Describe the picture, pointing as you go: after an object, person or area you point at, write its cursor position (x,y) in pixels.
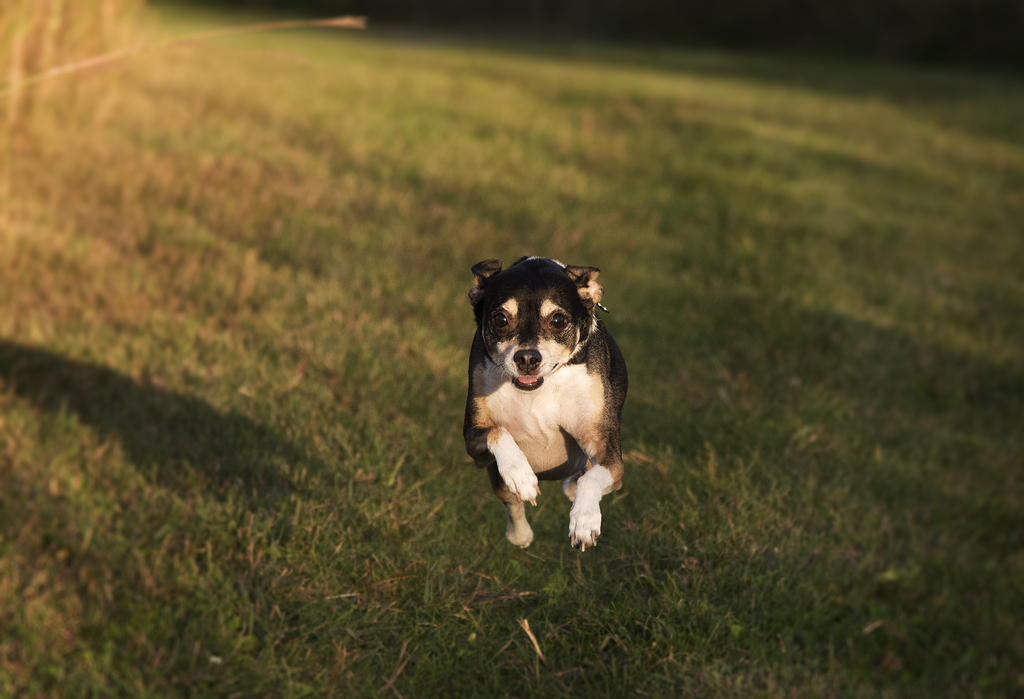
In this image I can see the dog (526,536) which is in black and white color. It is jumping into the air. In the background (638,454) I can see the grass (302,205).
